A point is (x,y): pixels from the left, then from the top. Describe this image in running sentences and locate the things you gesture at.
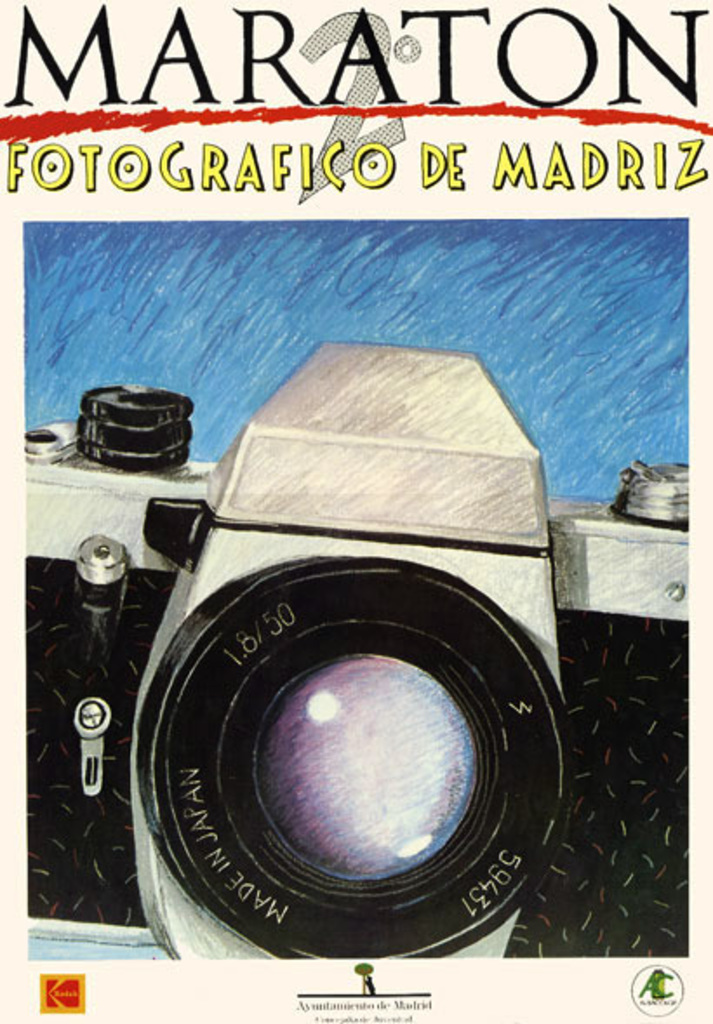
In this image we can see a poster (418,194) with the text (256,187), logos (76,991) and also the camera (390,763).
